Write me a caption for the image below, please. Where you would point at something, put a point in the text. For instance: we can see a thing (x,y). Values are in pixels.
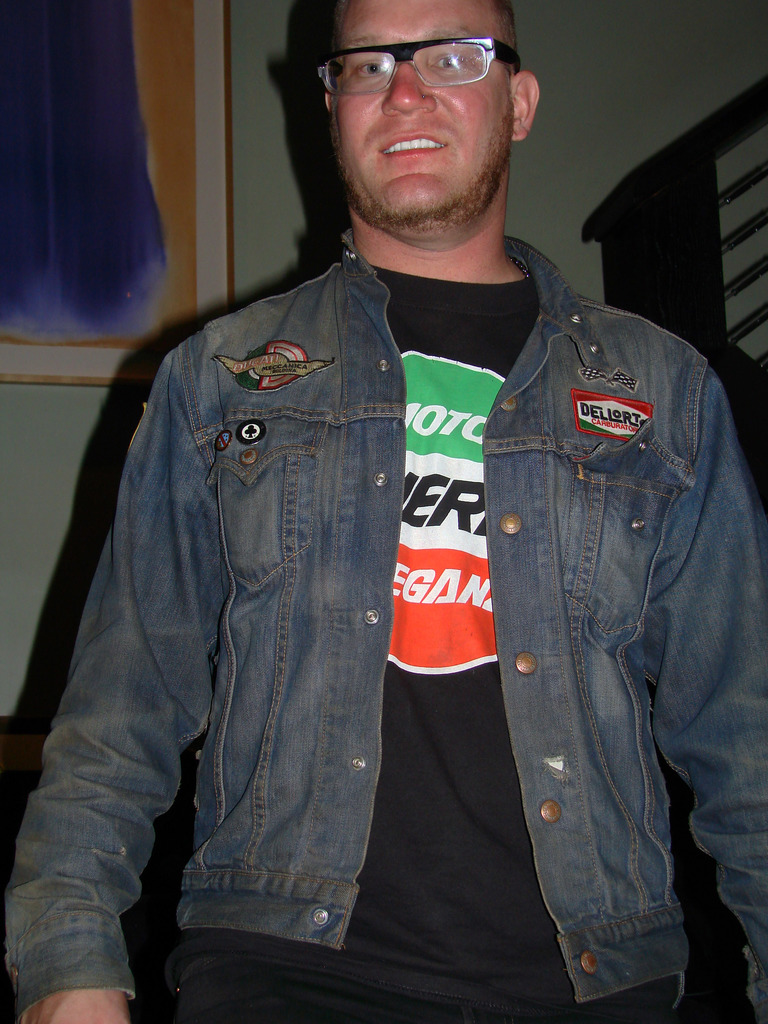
In this image, we can see a man (435,256) standing and he is wearing specs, he is wearing a jacket (289,726), in the background (130,369) there is a photo frame (160,359) on the wall (24,396).
